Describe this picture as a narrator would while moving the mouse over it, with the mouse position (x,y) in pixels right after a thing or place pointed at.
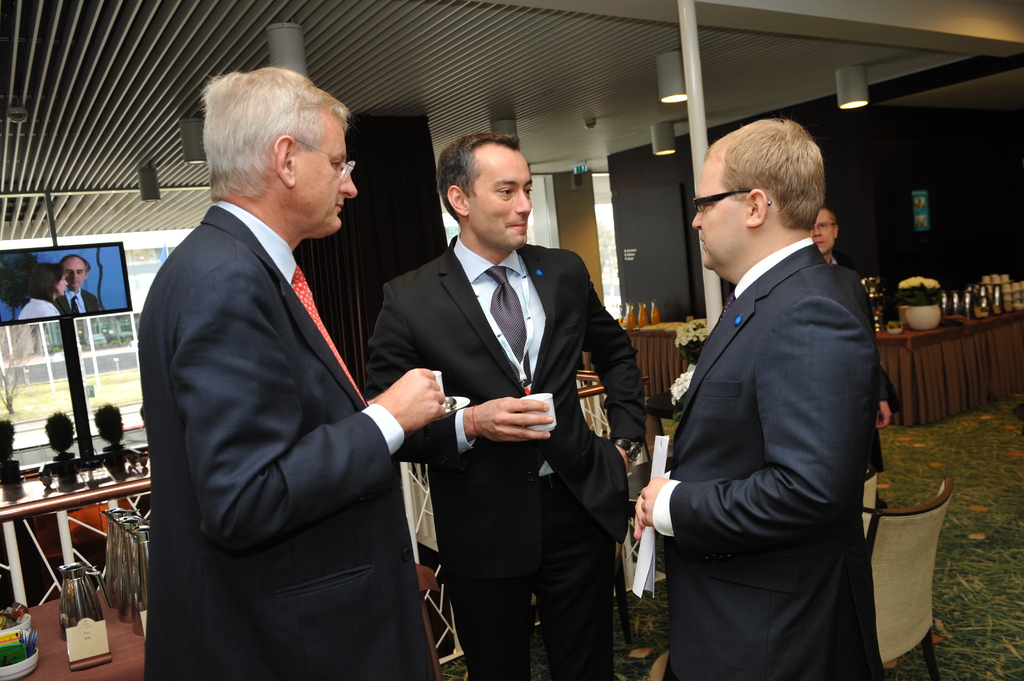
In this image we can see three people (656,524) standing and holding some objects (658,464) and there is a person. We can see some chairs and tables (944,323) and on the tables (967,398) we can see some objects (935,306) and it looks like a restaurant (465,119). There is a television (60,293) attached to the stand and we can see some lights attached to the ceiling (657,98).
